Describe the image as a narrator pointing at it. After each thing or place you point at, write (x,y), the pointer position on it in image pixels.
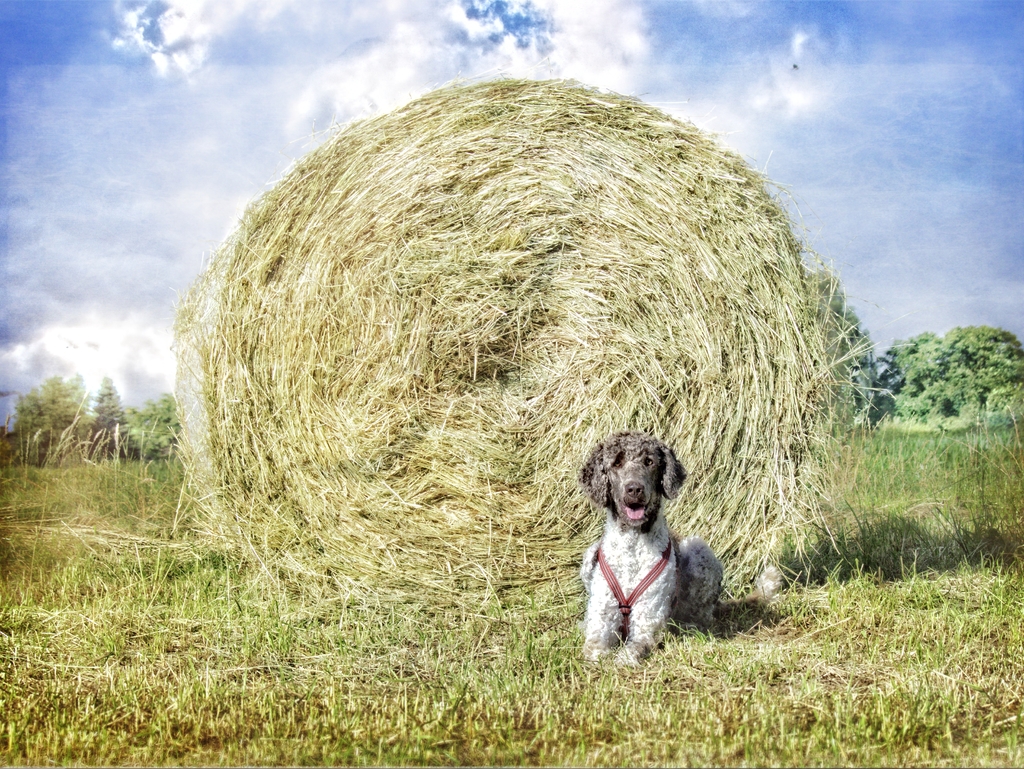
In this image there is a dog (633,615) sitting on the ground (615,667). There is a dog belt (611,584) around its neck (621,538). There is grass (135,608) on the ground (905,619). Behind the dog (629,580) there is the hay (434,302). In the background (947,399) there are trees (954,374). At the top (375,52) there is the sky (258,70).
